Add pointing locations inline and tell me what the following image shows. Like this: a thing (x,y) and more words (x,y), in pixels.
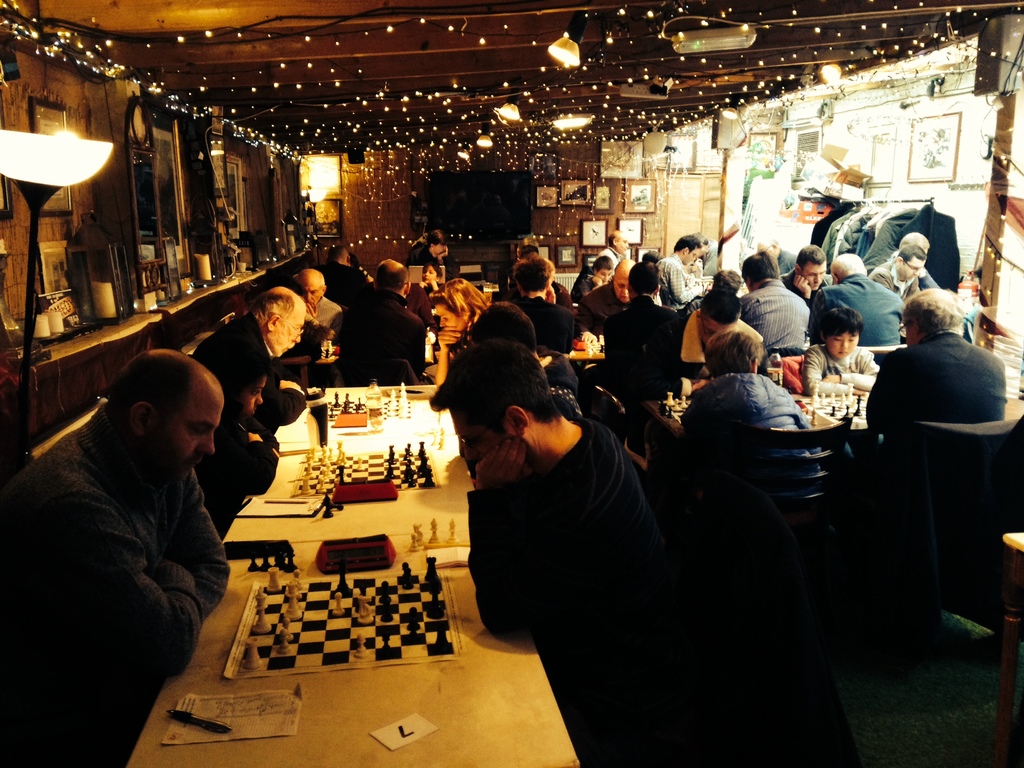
A group of people (81,496) are playing together a chess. There are lights (709,50) at the top (697,45).
